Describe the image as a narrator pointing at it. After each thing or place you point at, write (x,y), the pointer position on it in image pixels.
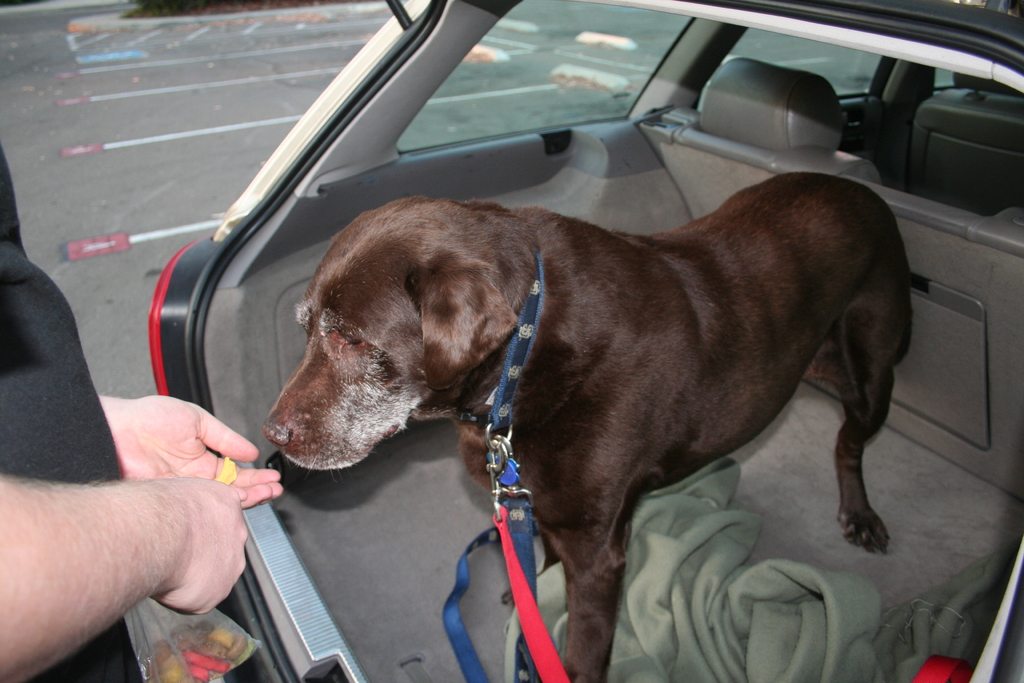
This picture is clicked outside. On the right (819,277) there is a dog (579,294) standing in the car (954,386). On the left (29,450) there is a person (102,571) standing and holding an object (232,482). In the background (80,65) we can see the road (132,78).
